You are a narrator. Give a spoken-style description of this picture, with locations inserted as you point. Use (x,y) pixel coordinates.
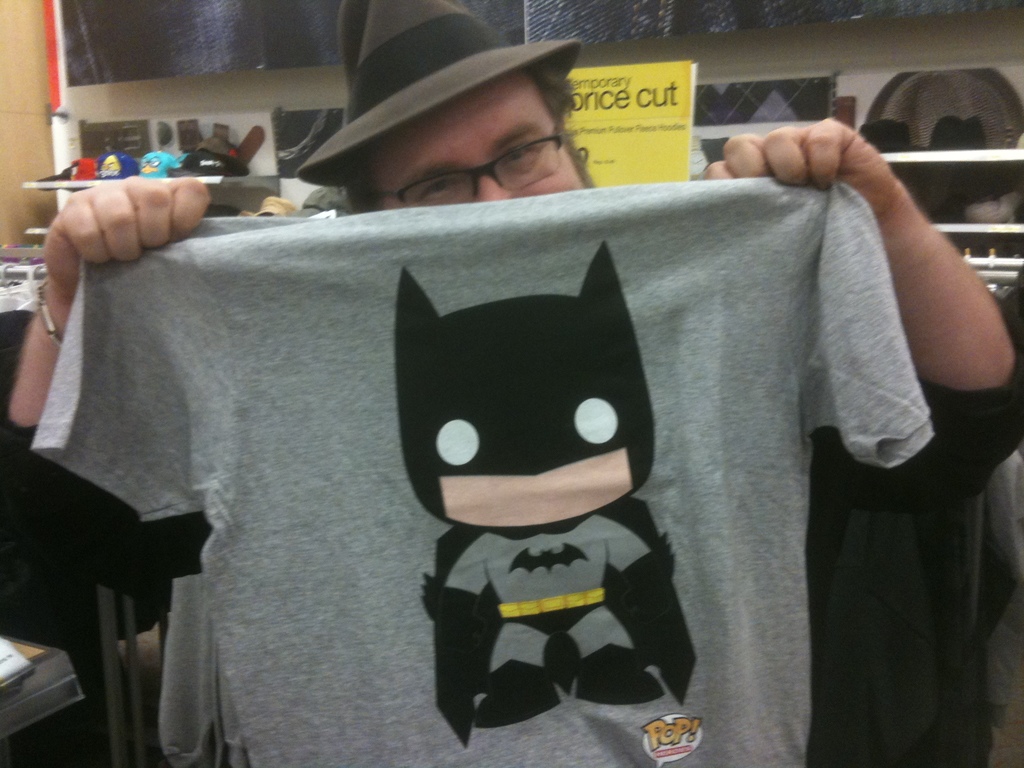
In this image there are clothes (6,313) and an object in the left corner (174,601). There is a person (498,70) holding shirt (123,301) in the foreground (217,714). There is a metal rack (1007,226) with objects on it and some posters (847,74) in the background (759,89).
